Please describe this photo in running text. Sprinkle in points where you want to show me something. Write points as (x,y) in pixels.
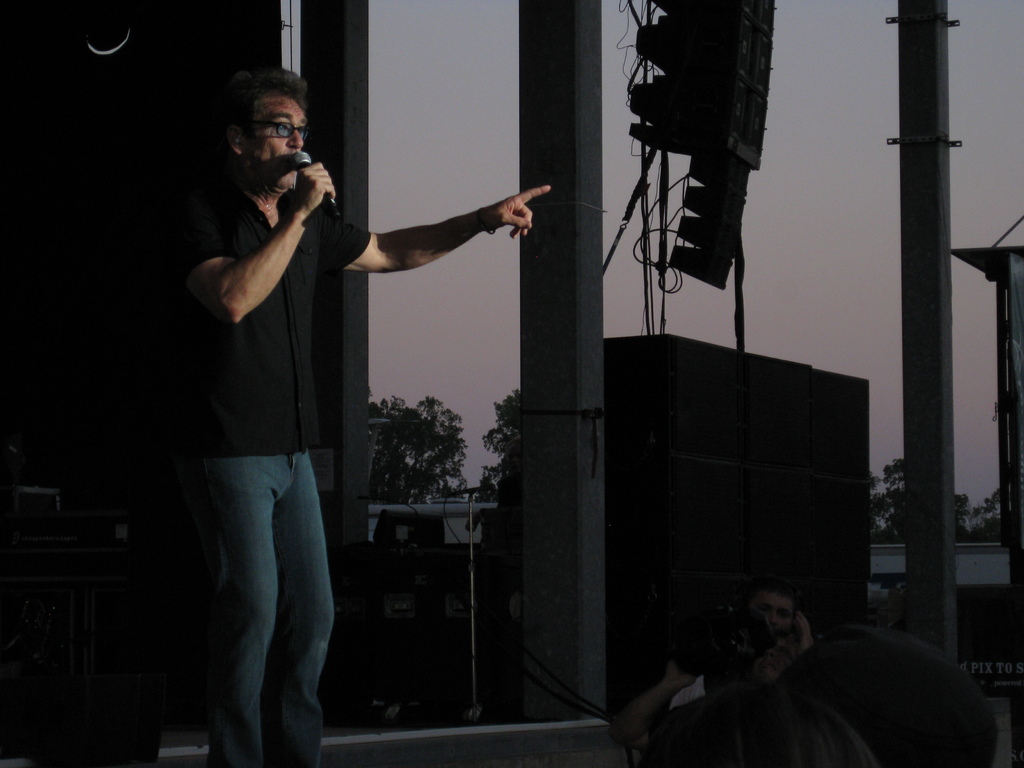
In this picture there is a man (226,251) standing and holding a mic (301,166). There is a man (792,634) holding a camera (732,645). There are some trees (421,439) at the background (405,439).
